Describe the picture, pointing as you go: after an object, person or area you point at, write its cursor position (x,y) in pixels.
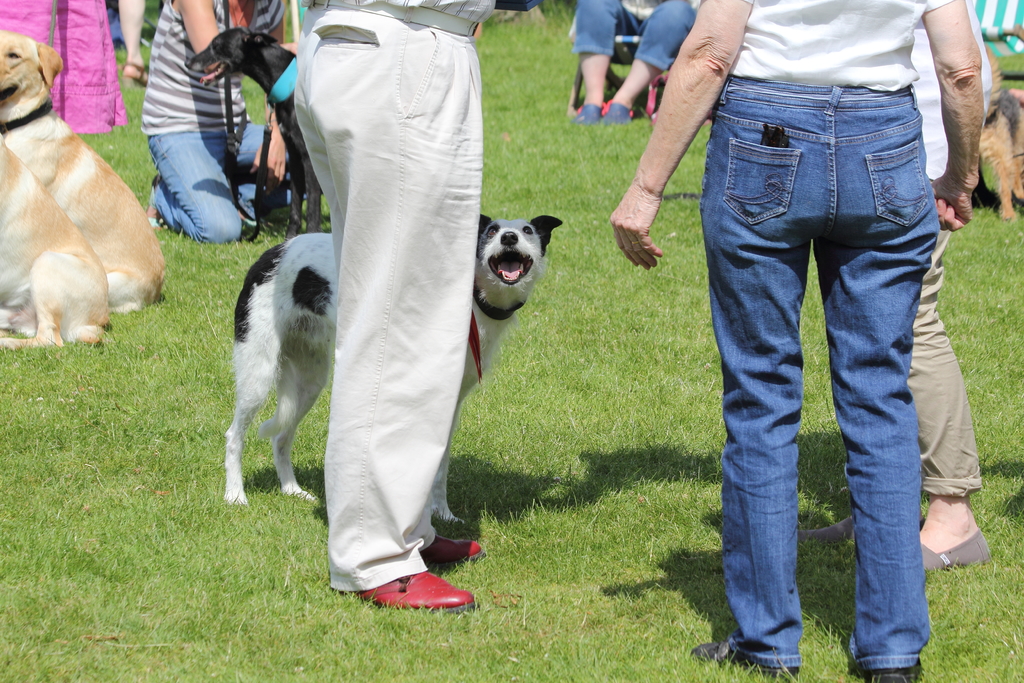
In this picture we can see some people (366,209) standing, a person (585,52) is sitting on a chair (618,38) and a person (185,174) is in squat position. On the grass path (272,616) there are dogs (48,202).
